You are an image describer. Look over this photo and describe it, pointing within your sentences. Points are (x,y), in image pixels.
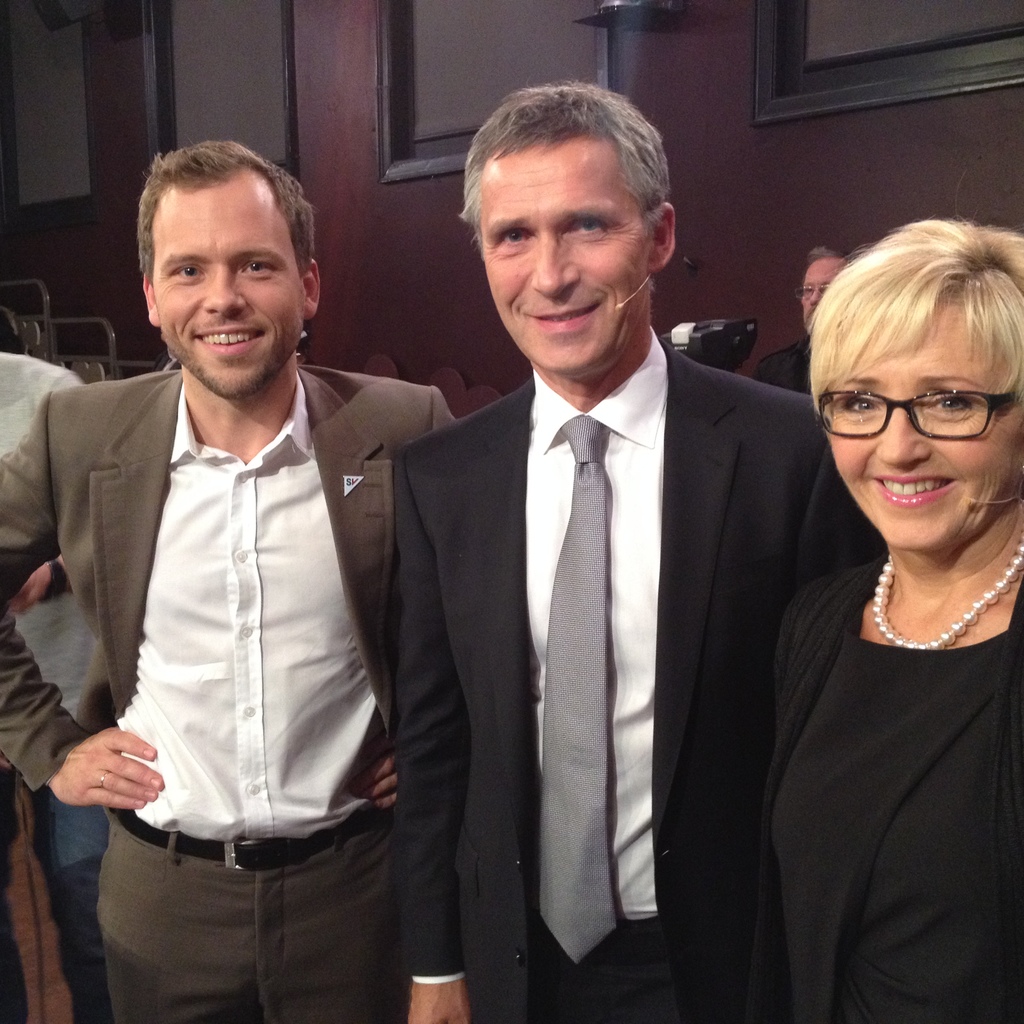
In this image I can see in the middle (447,491) two men (562,737) are standing, they wore coats (393,675), shirts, trousers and smiling. On the right side (918,368) a woman (912,677) is there, she wore black color dress (938,668), spectacles (950,428). At the top (544,22) it looks like a wall (470,123).
